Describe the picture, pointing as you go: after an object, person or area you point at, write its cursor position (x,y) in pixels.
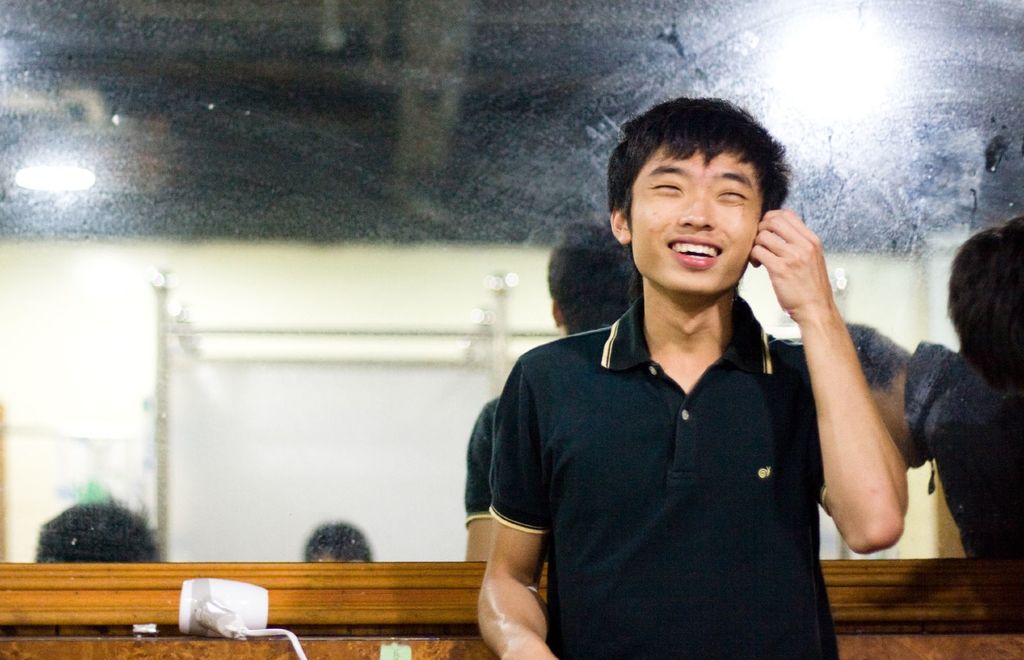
In this picture there is a man (616,548) who is wearing black t-shirt (681,628). He is standing near to the mirror (490,286). In the mirror reflection (479,542) I can see the wall partition (259,521), lights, roof (916,244) of the building (927,228) and some peoples (996,398).
